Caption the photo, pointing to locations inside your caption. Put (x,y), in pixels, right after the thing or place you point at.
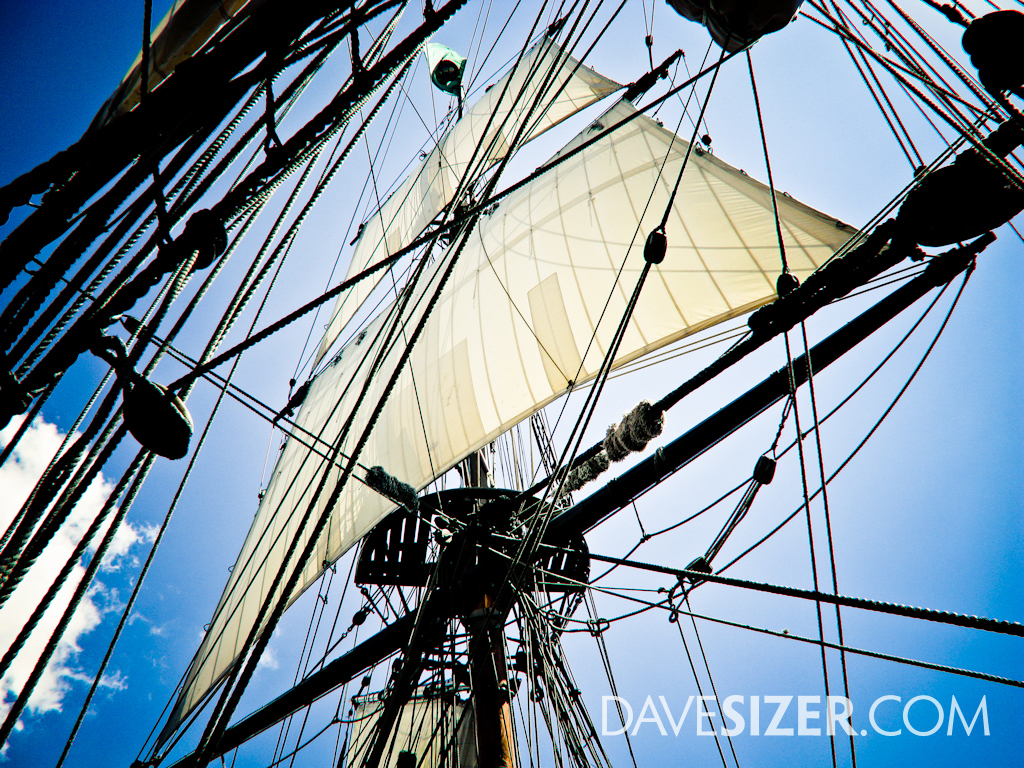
In this image I can see many poles (75,166) and rods (67,179). And I can see the cream color cloth (606,342) to it. In the back (262,427) I can see the clouds (19,510) and the blue sky (189,647).
